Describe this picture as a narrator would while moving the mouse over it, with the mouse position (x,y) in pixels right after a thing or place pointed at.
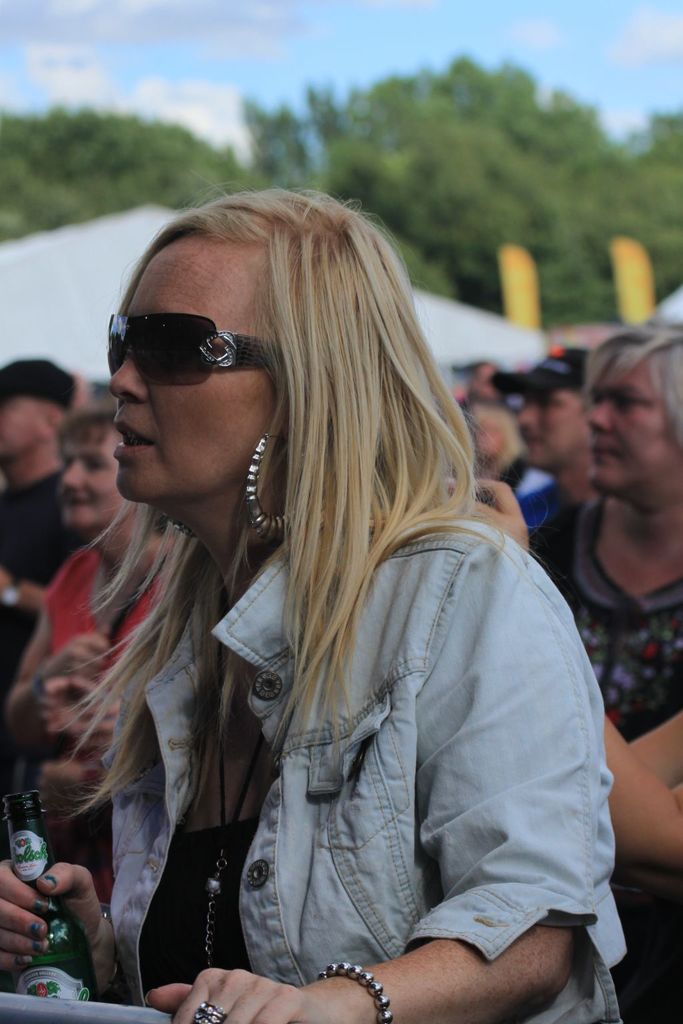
In this image we can see a few people (331,736), among them some people (73,881) are holding the objects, there are some trees (111,181) and tents (82,296), in the background (144,78) we can see the sky (475,39) with clouds (88,74).
